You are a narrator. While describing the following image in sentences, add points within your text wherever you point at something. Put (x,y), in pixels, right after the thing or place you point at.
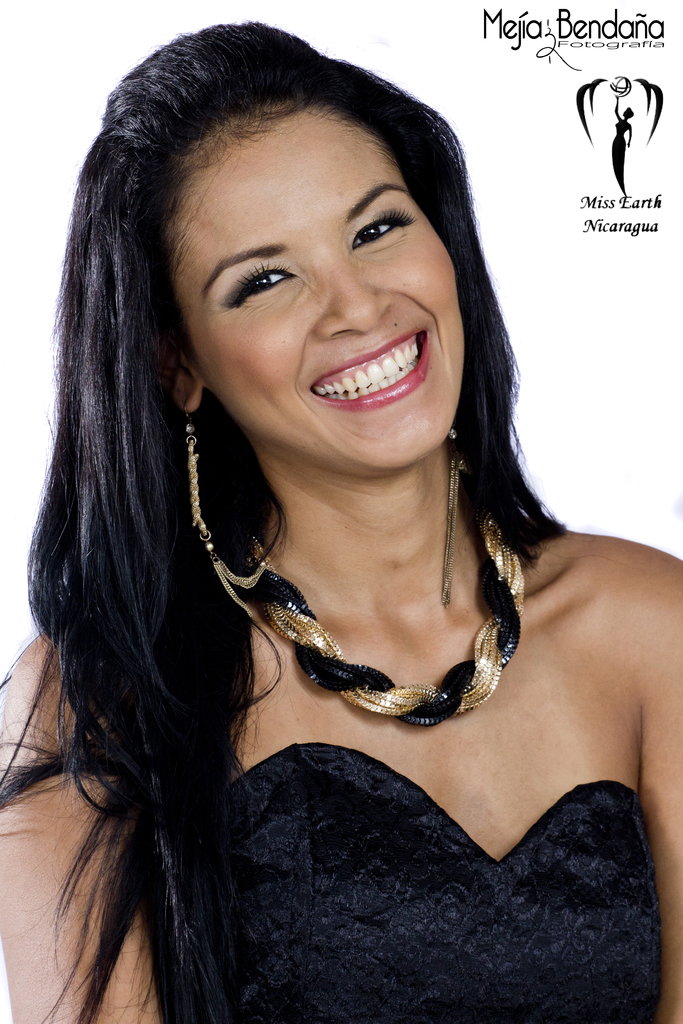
In the image there is a woman (423,784) in black dress (279,1017) and necklace (300,620) to her neck (352,631) smiling.
